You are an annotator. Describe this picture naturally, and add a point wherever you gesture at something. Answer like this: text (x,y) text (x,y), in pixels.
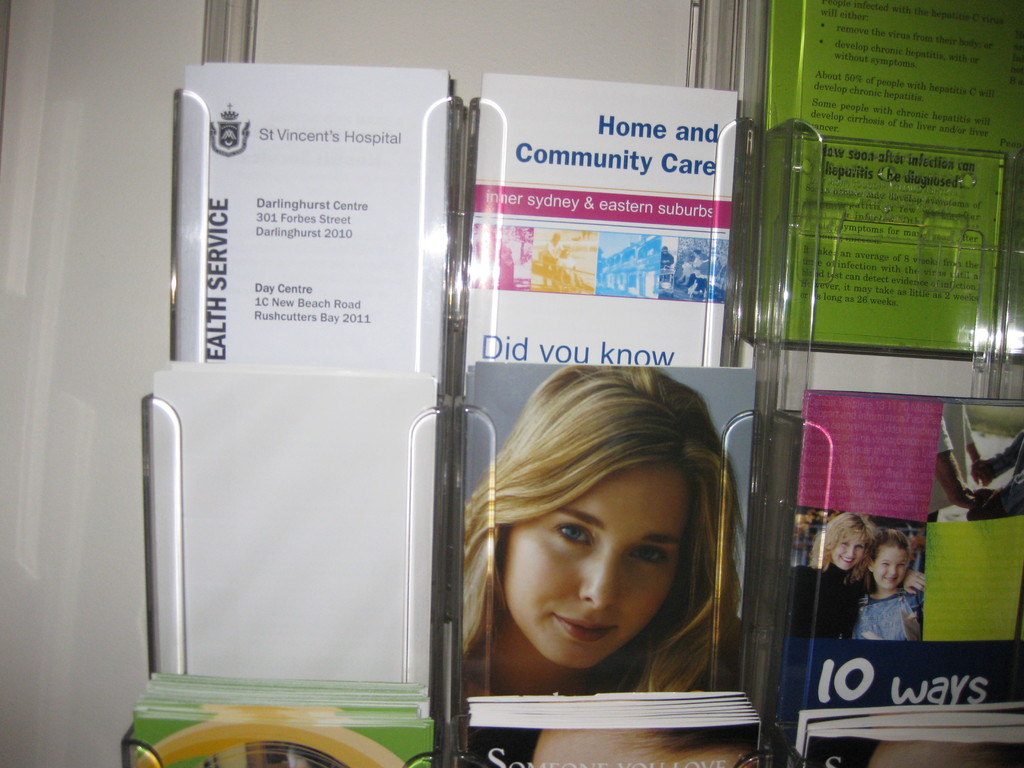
In the picture I can see books (665,468) on a glass object (786,517). On these books covers (518,415) I can see photos (802,540) of people (714,554) and something written on them.
